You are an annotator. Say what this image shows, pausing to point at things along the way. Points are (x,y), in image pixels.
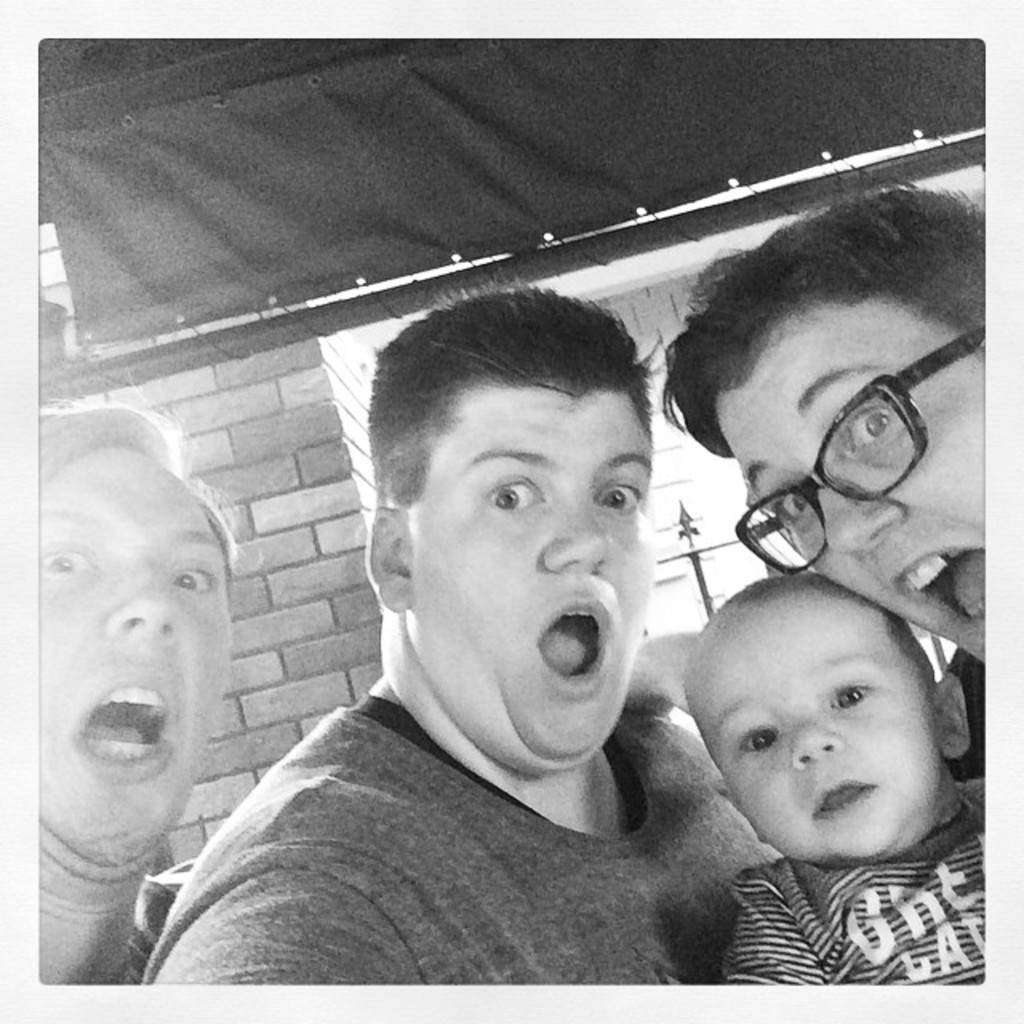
It is a black and white picture. In this picture there are people (861,865), brick wall (268,594), rods (632,248) and cloth (524,173).
